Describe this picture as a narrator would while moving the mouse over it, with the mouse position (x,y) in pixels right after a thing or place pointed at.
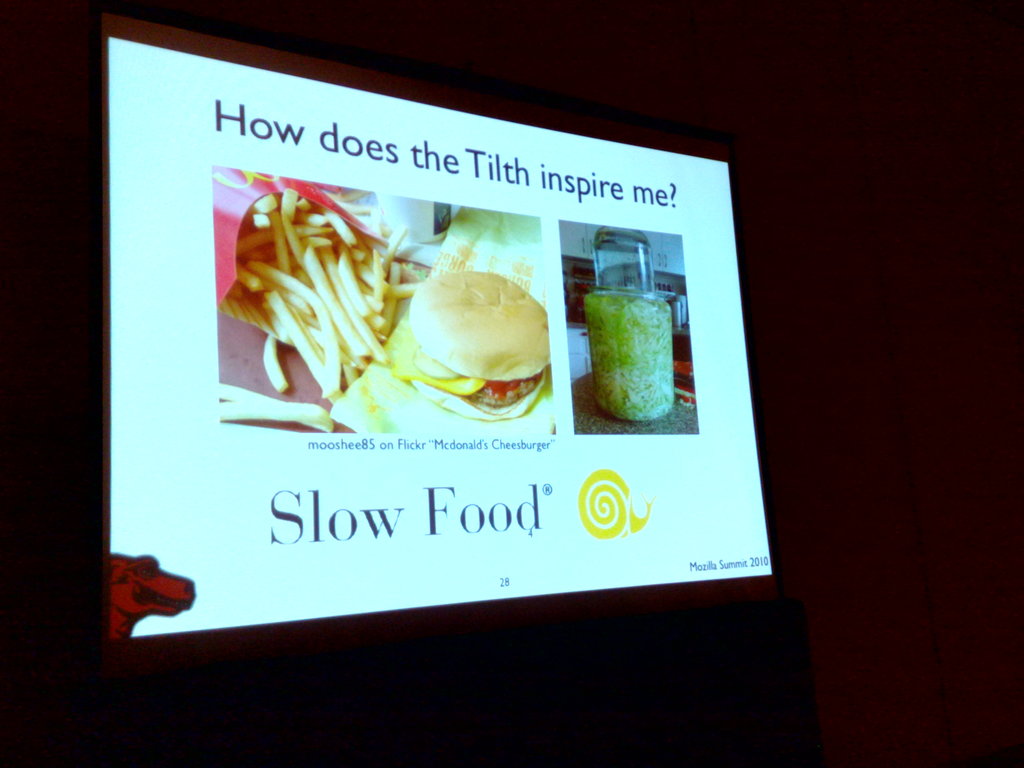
In the foreground of this image (162,486), there is a screen (173,623) in the dark background.
